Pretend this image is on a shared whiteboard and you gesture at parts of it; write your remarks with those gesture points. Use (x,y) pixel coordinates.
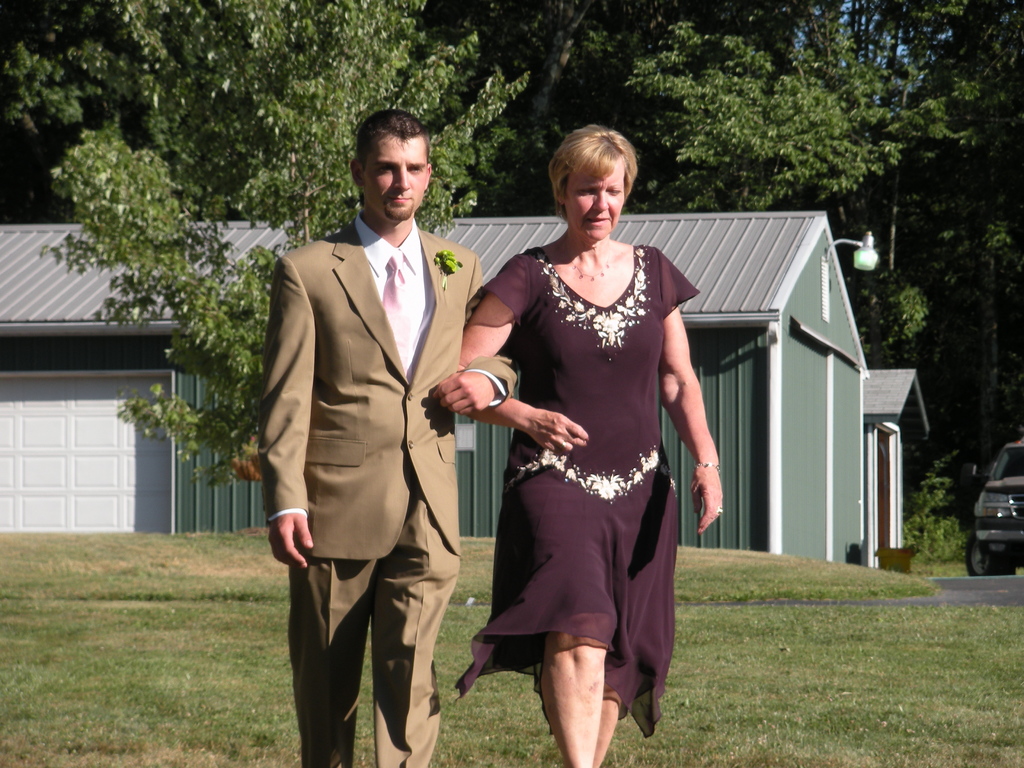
In this image, we can see a woman (540,438) and man (384,412) are holding hands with each other and walking. Background (974,430) we can see few houses (496,436), vehicle (1023,518), grass (486,582), road (967,592) and trees (50,26).
